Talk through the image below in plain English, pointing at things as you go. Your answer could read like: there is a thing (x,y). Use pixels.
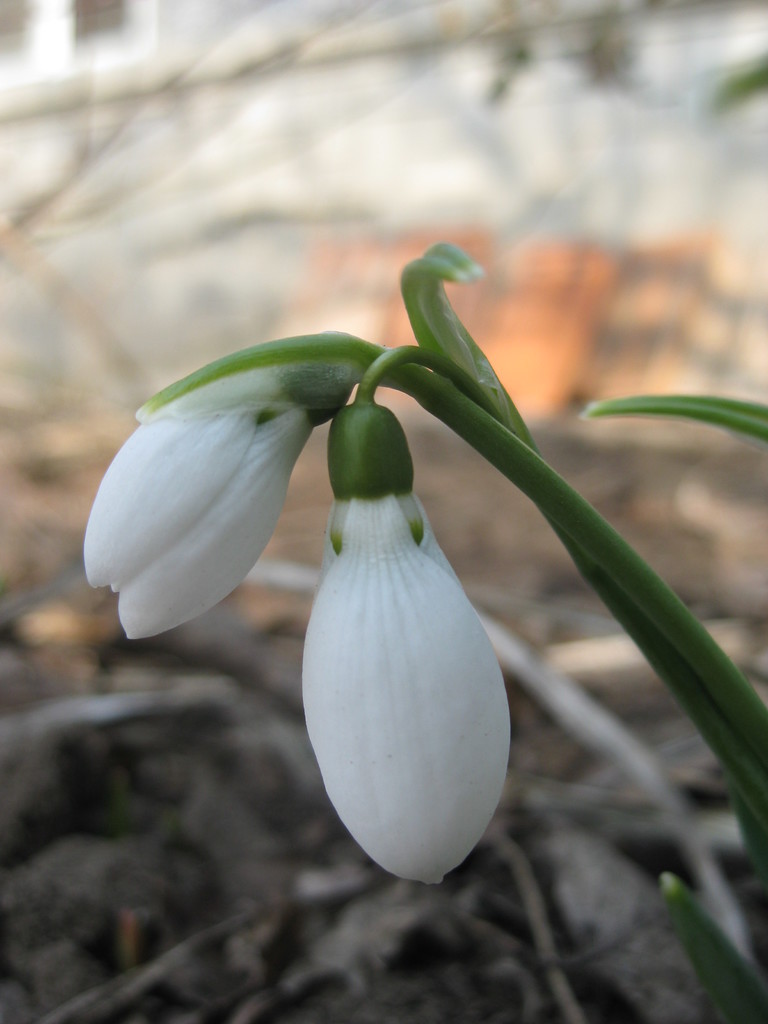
In the picture we can see a small plant (471,659) with two flower buds (402,685) which are white in color and behind it, we can see some dried twigs (176,688) which are not clearly visible.
